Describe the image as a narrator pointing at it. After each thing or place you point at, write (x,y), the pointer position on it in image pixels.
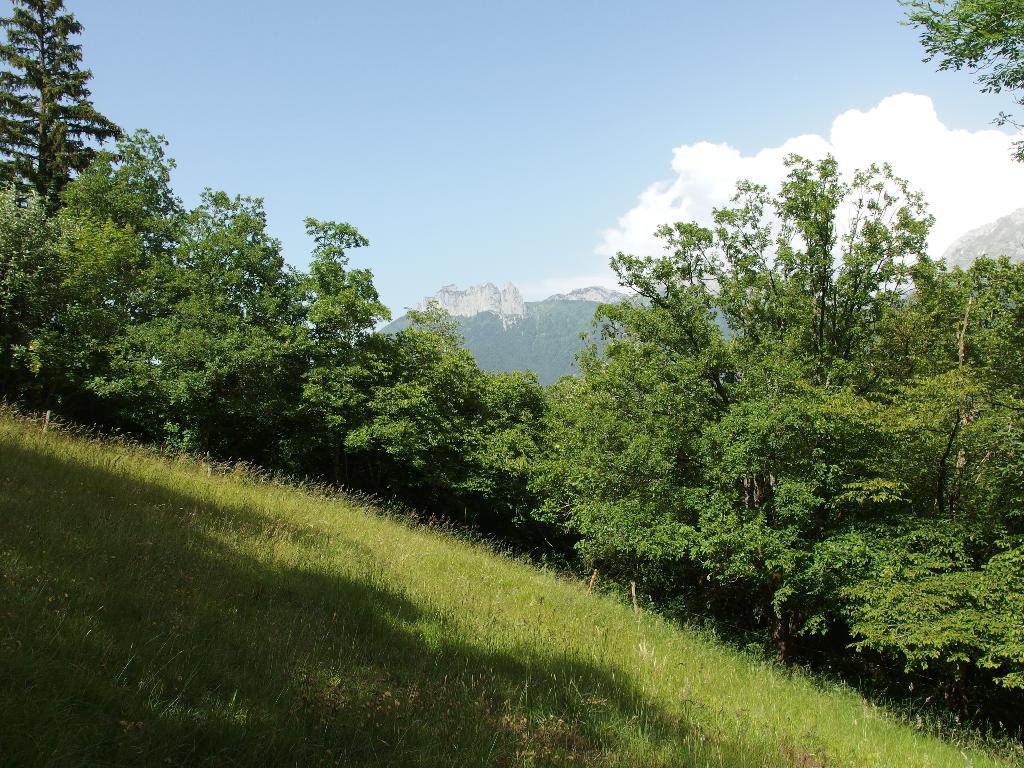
In this picture we can see the hills (999,239), trees (584,493). At the bottom of the image (80,557) we can see the grass (532,622). At the top of the image (565,127) we can see the clouds (940,248) in the sky (408,285).
